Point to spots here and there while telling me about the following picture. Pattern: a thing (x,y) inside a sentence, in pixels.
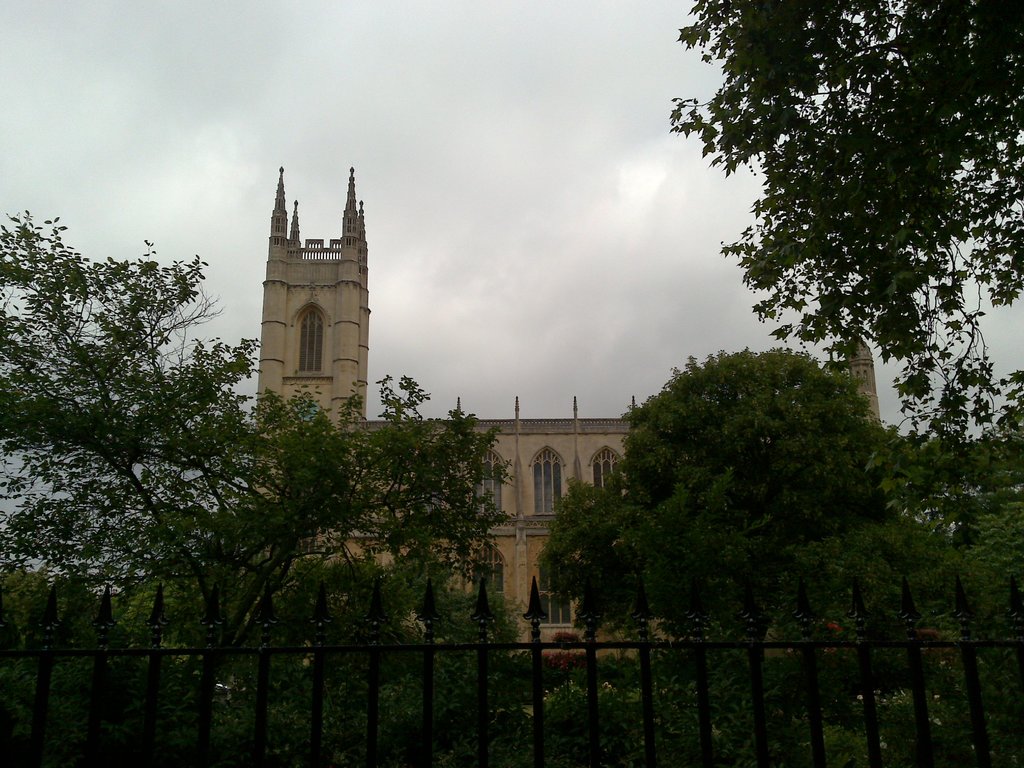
In this image I can see trees (667,604), black fencing (564,643), building (322,380) and windows (537,485). The building (548,503) is in cream color. The sky (498,195) is in white color.
